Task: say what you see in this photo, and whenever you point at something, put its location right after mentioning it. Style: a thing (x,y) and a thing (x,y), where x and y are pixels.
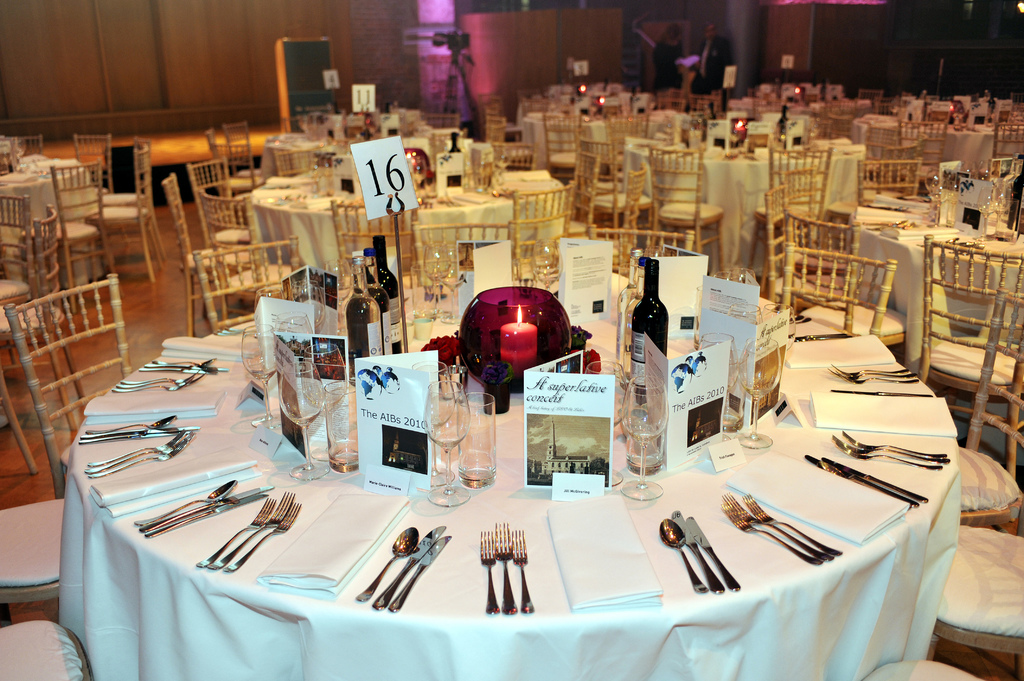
In this image I can see many chairs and tables (449,522). On the tables (424,491) I can see the boards (532,450), candle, wine bottles (386,300), glasses (481,412), forks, knives (410,586), spoons (373,582) and tissues (318,588). In the background (286,114) I can see few more boards (297,83) and the wall (230,72).
